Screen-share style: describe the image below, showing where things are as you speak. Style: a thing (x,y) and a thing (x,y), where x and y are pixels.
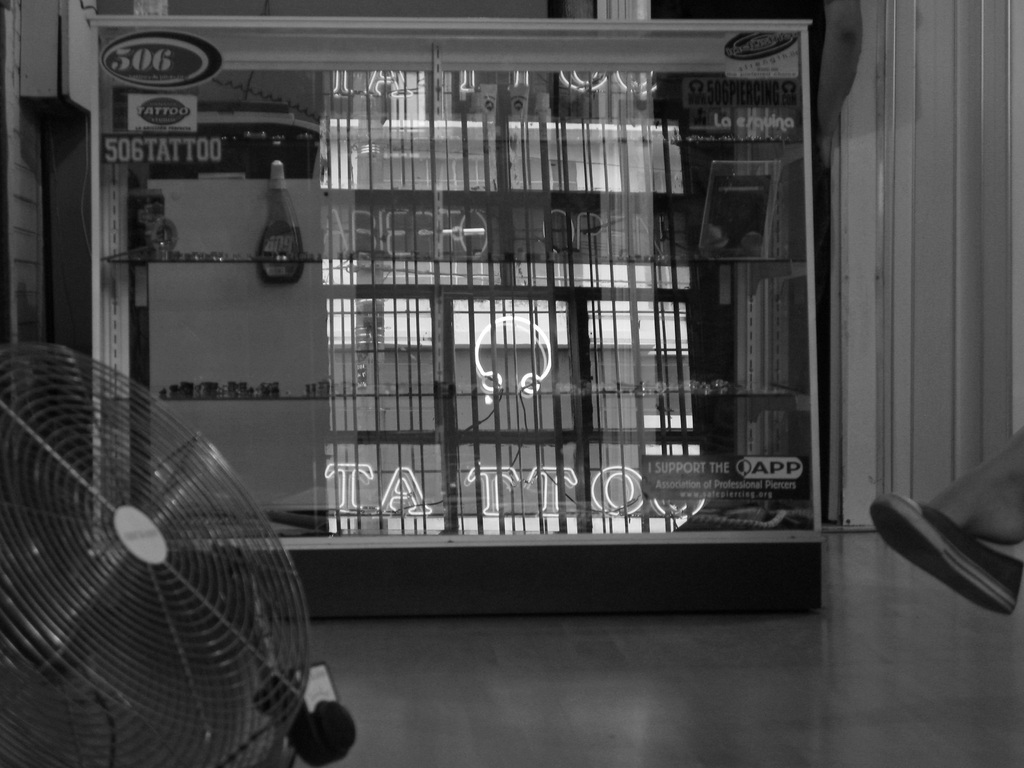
This is fan (70,576), there is shelf (446,242) with objects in it.
